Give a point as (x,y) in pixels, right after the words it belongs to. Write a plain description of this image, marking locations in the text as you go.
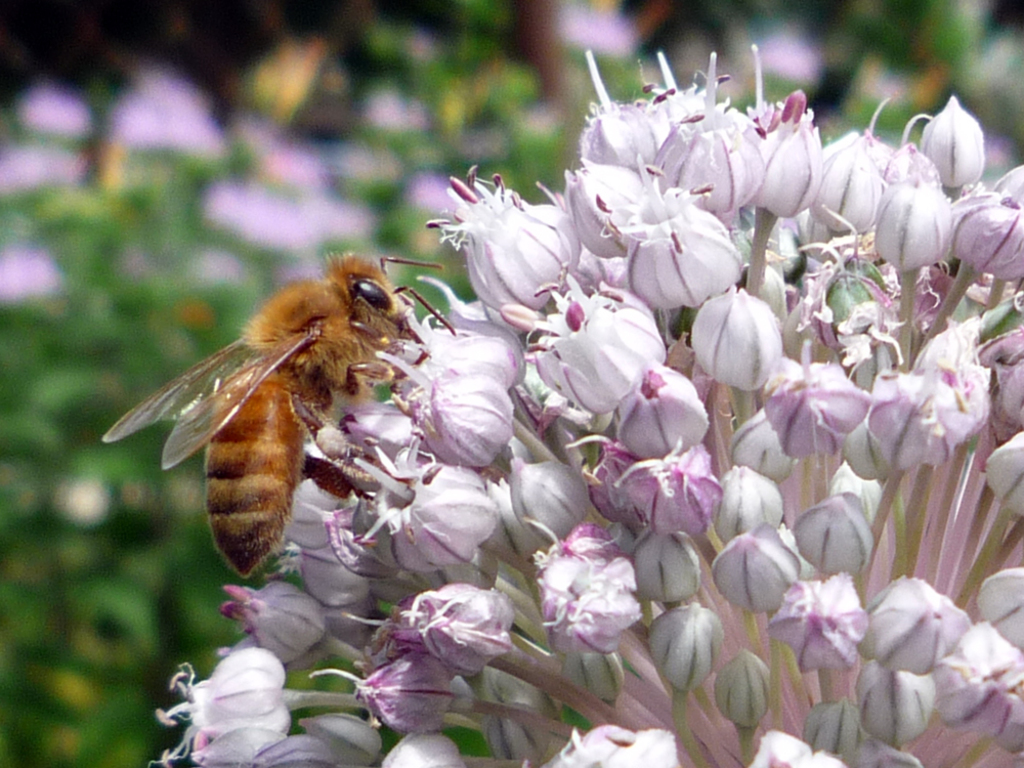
In this image I can see an insect (336,291) on the flower (316,512). I can see few flowers (851,559). The background (146,28) is blurred.
